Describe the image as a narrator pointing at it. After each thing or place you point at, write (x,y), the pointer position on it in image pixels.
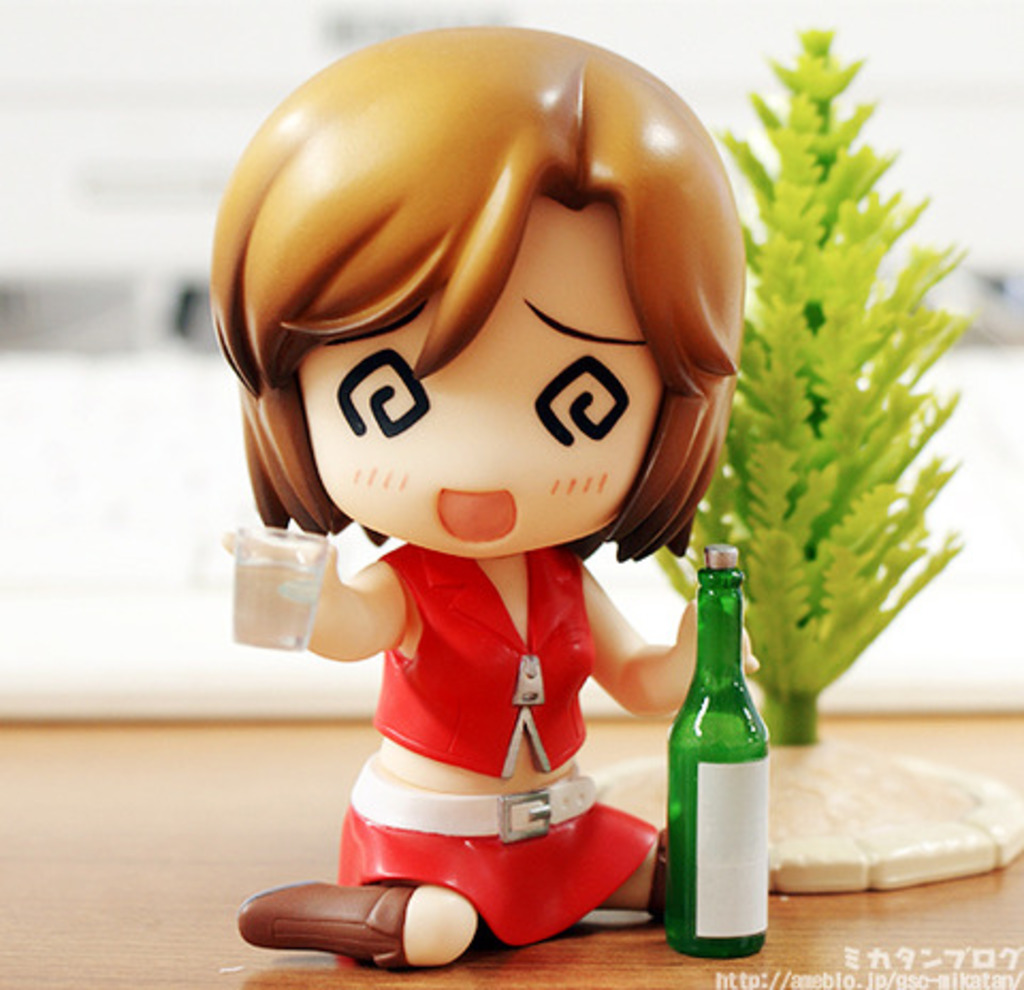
As we can see in the image there is a plant (894,311), toy (559,327) and bottle (723,759) on table (158,858).
